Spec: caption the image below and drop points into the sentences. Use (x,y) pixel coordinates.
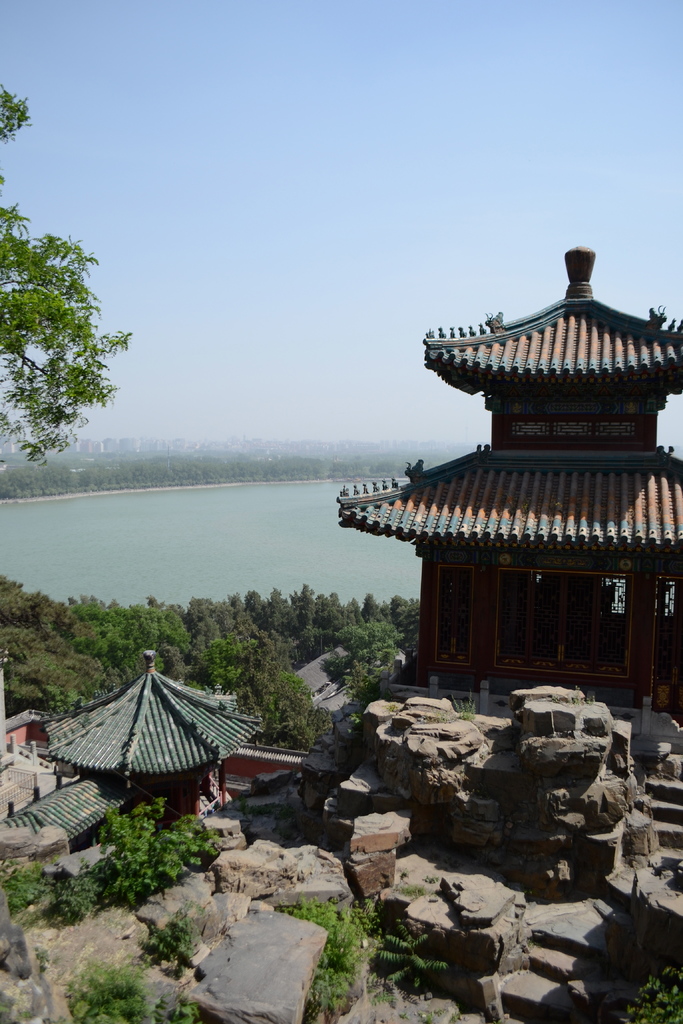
In this image we can see the buildings (338,651), there are some rocks (451,965), trees (37,611), and water (182,518), in the background (237,271), we can see the sky (301,343).
